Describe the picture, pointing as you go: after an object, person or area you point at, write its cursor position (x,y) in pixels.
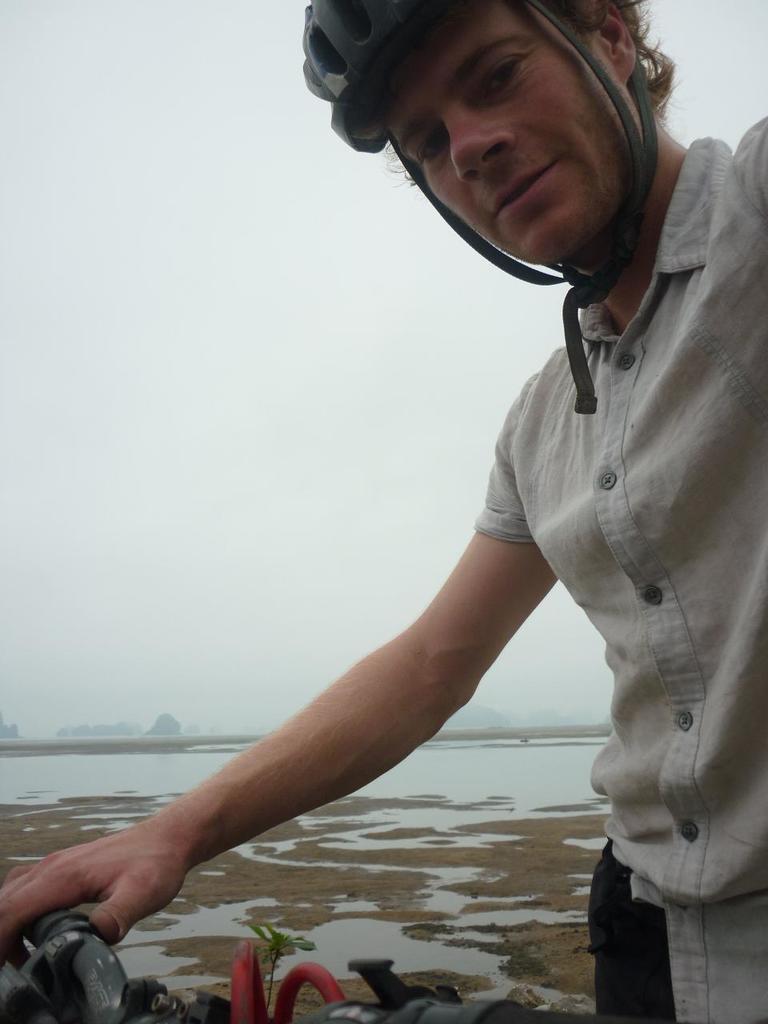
In this image I can see a person (658,407) wearing shirt (693,566), black pant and black helmet (331,74) is holding a bicycle (40,968) which is black in color. In the background (196,900) I can see the ground (515,882), the water (529,812) and the sky (220,412).
